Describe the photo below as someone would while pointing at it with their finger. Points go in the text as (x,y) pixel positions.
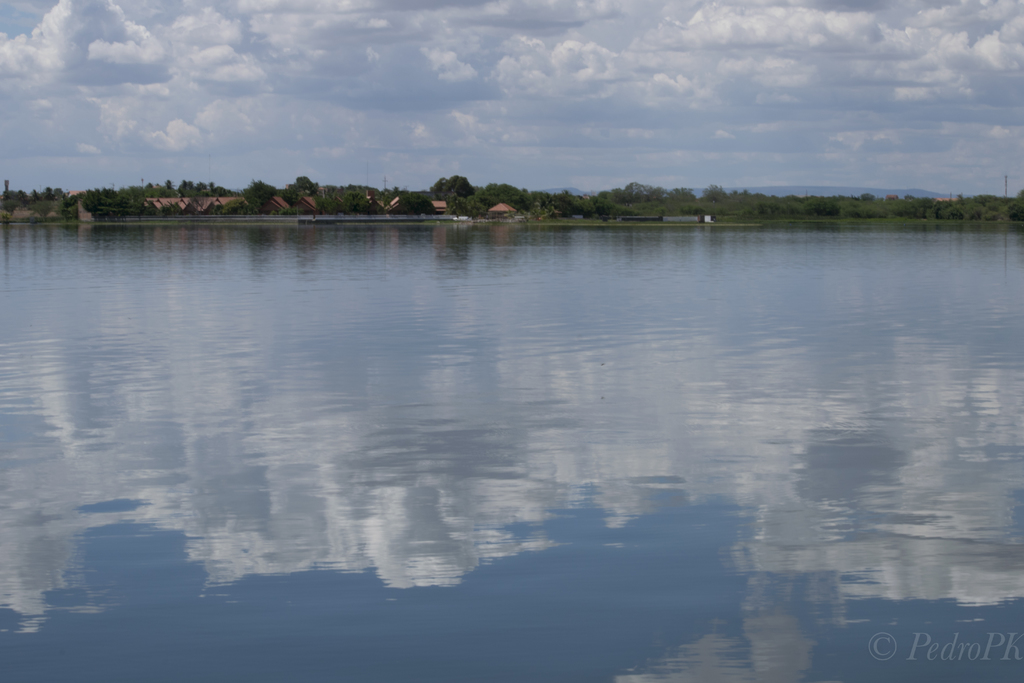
At the bottom (576,512), we see water (576,488) and this water (568,411) might be in the lake (474,290). We see the reflections (402,247) of trees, clouds (423,565) and the sky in the water (400,570). There are trees (344,210) and the buildings (443,202) in the background (569,219). At the top (498,134), we see the sky (530,111) and the clouds (553,129).
